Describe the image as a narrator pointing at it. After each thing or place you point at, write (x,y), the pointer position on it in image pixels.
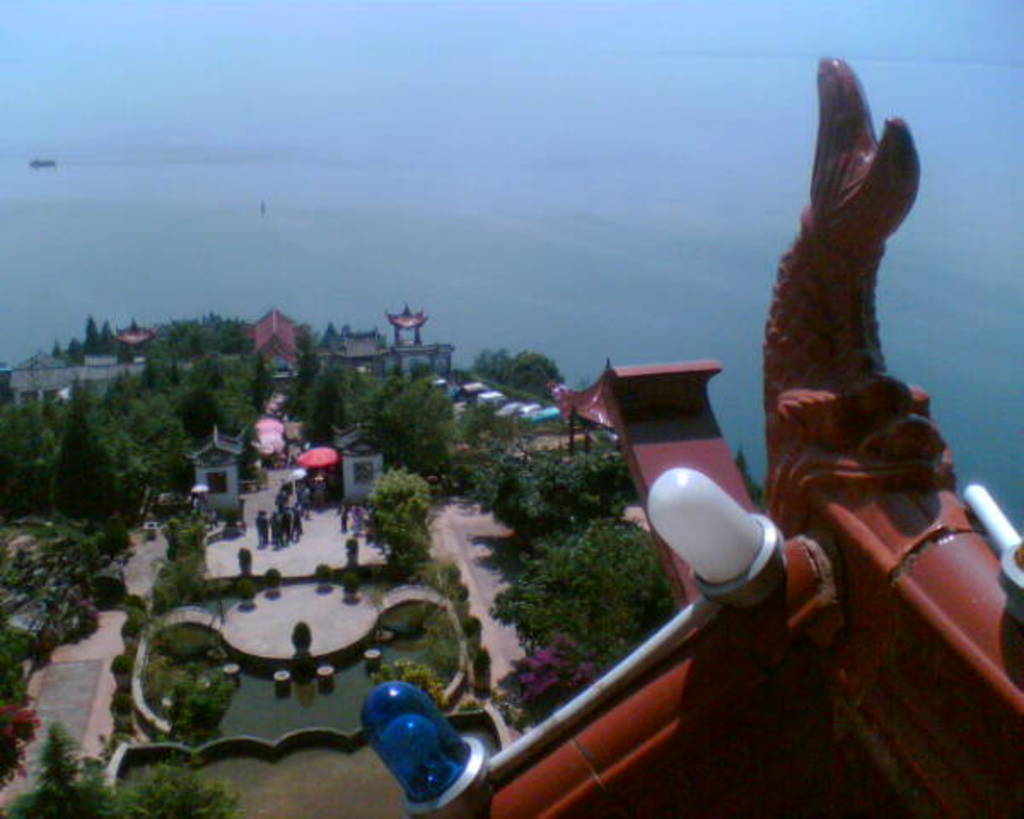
In this image we can see few trees (253,383), buildings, few people (291,524) standing on the ground (299,570) and a red color object (922,610) with lights (706,558) and the sky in the background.
